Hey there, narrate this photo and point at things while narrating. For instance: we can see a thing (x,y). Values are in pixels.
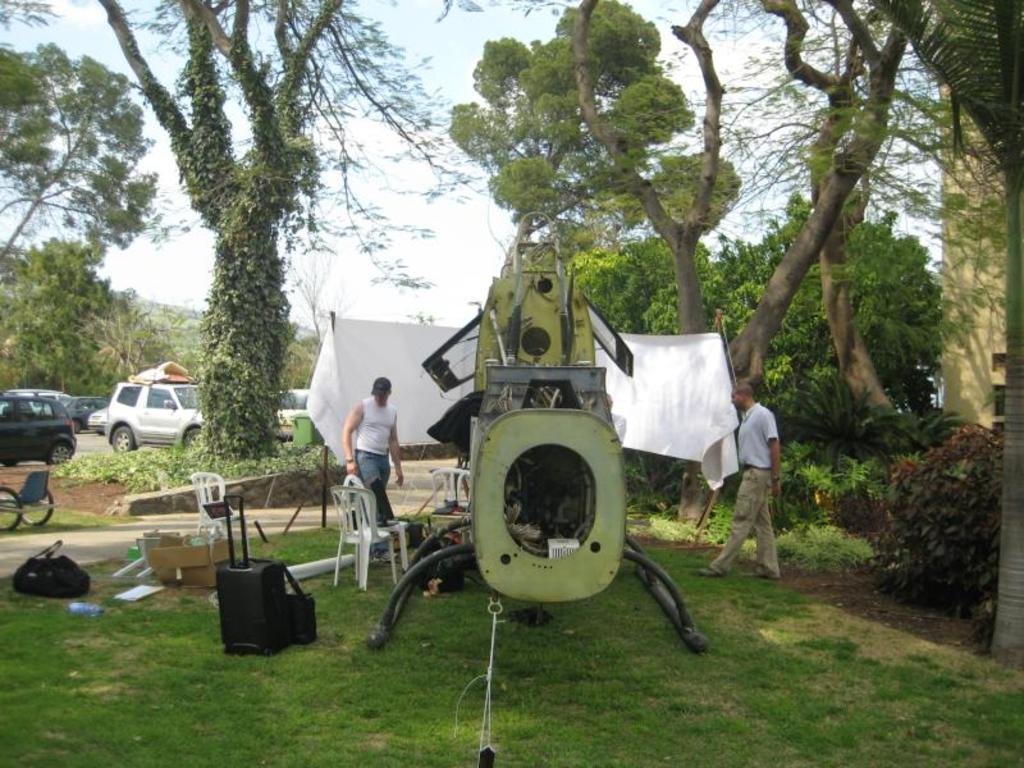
In this image we can see two people (716,570) are walking on the ground (84,452), one white banner (712,454) with two poles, some vehicles (46,428) on the ground (350,595), one building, some chairs (359,518), some objects (177,375) on one car (184,426), two roads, one object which looks like an aircraft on the ground (518,686), some objects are on the ground (799,635), some trees (961,137), bushes (979,442), plants (999,445) and grass (331,705) on the ground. At the top (408,254) there is the sky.
